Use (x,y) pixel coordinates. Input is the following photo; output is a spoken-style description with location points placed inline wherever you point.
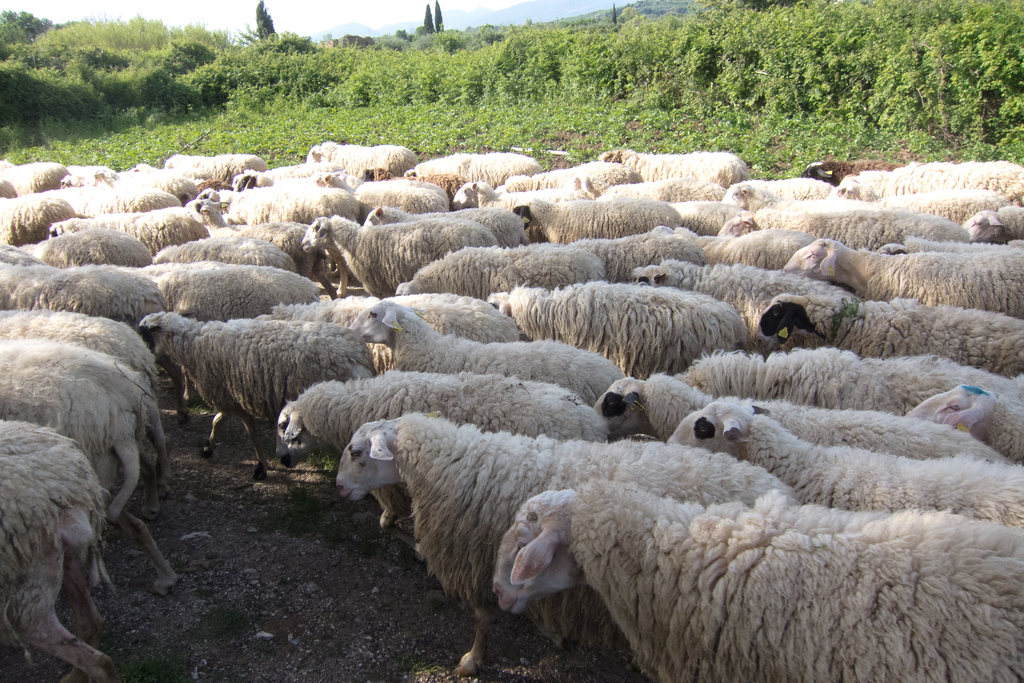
This picture shows a herd of sheep (747,170). Most are white in color and we see trees (568,31) and a cloudy sky (338,1).
